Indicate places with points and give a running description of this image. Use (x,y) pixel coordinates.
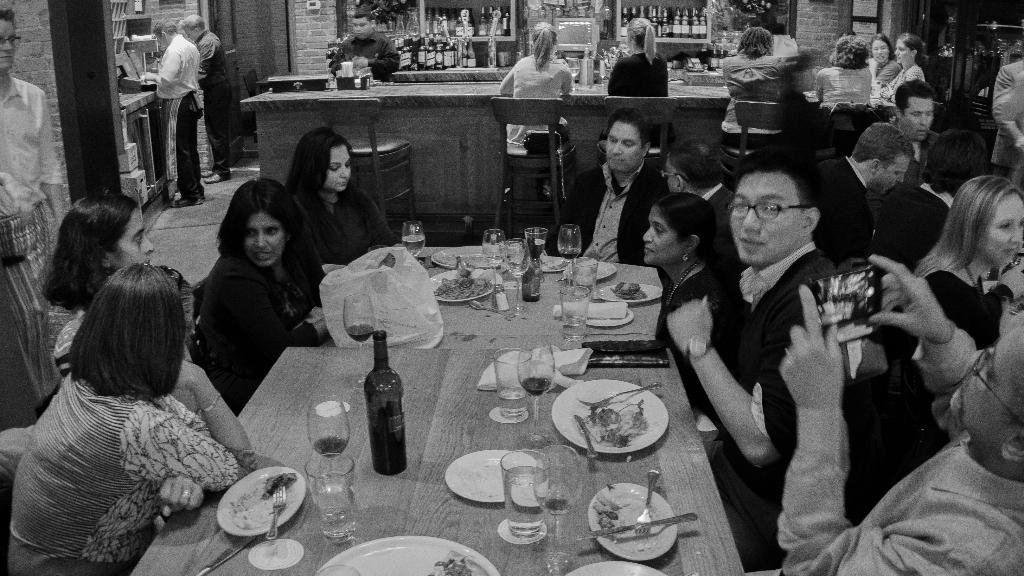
This picture seems to be clicked in a bar (402,84), there is a table (407,434) in front (393,401) with wine bottle (403,450), wine glasses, plate (584,388) with food (617,444) and people (875,323) sat around it and on the background (475,56) there are racks (422,32) with many wine bottles (666,35) and people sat in front of them.
